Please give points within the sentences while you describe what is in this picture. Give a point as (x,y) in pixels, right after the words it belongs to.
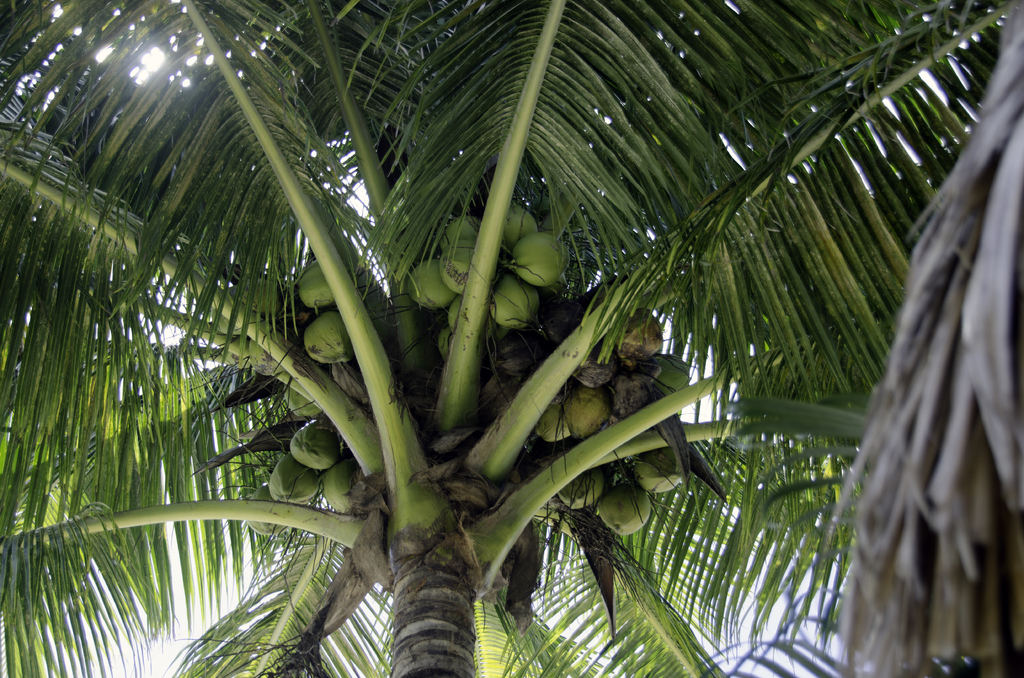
These are the coconuts (533,279) and this is the coconut tree (451,370).
